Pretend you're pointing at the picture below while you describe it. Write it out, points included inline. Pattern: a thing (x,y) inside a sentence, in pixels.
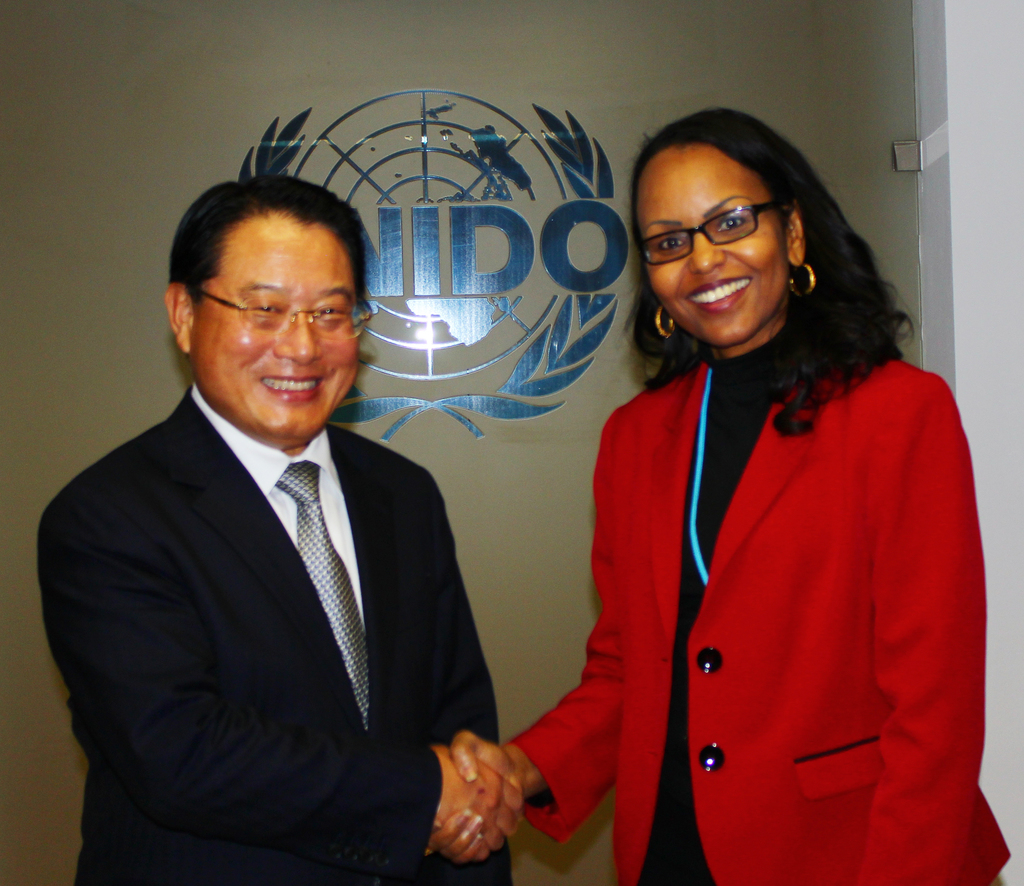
In this image in the front (408,528) there are persons (645,573) standing and smiling and shaking hands (458,763) with each other. In the background (458,222) there is a wall (477,242) with some text (458,274) written on it.
